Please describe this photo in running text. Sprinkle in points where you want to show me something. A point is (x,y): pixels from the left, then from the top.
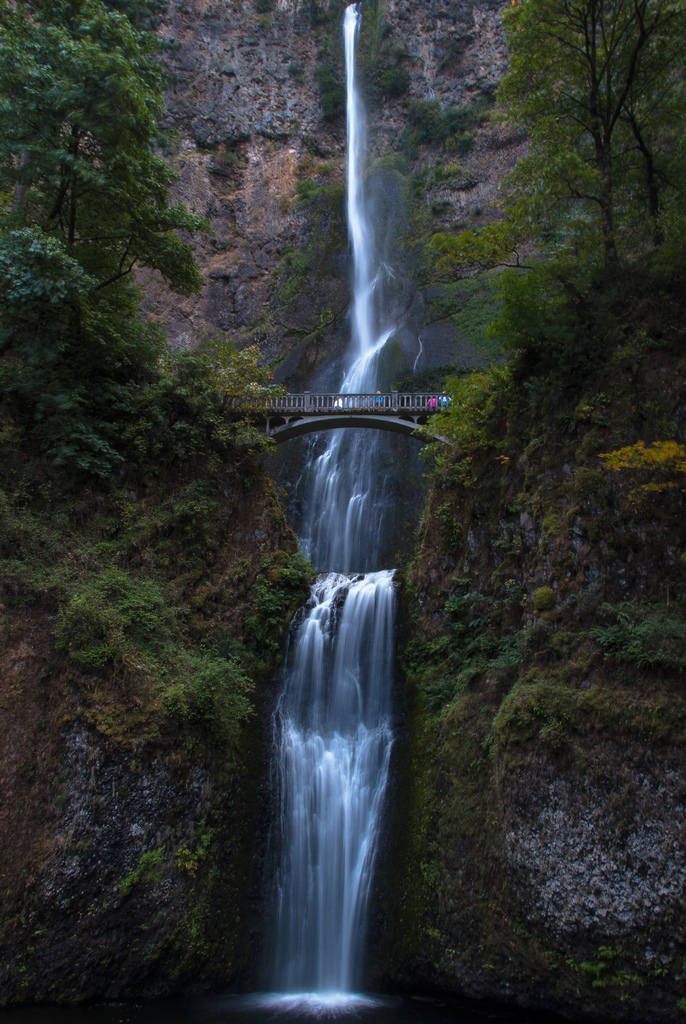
In the picture I can see the bridge (342,428), waterfall (342,544) from the hills (288,108) and I can see trees (603,324).
